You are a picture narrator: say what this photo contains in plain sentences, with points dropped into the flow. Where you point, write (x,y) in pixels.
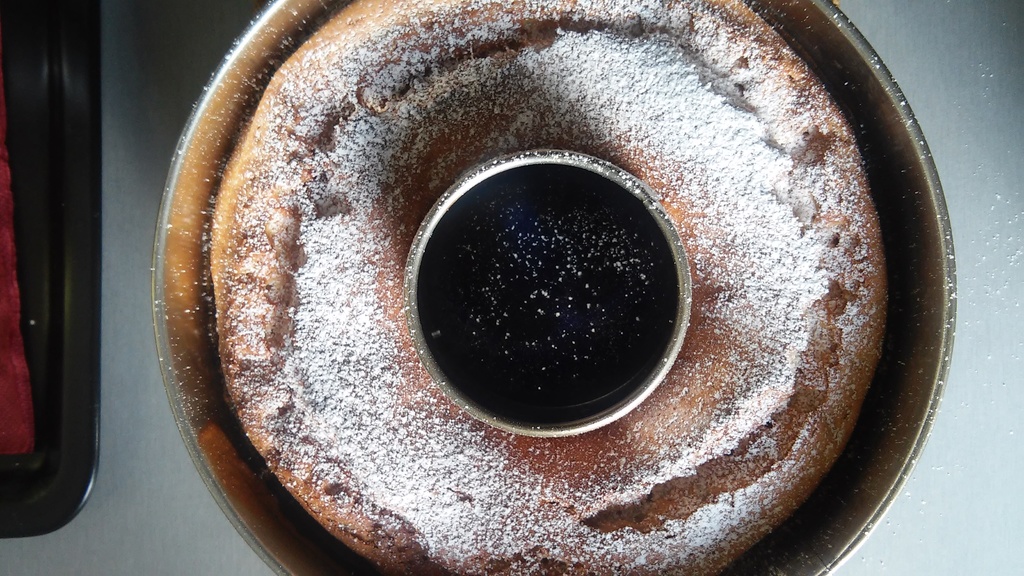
In this image we can see there is a cake (410,378).
